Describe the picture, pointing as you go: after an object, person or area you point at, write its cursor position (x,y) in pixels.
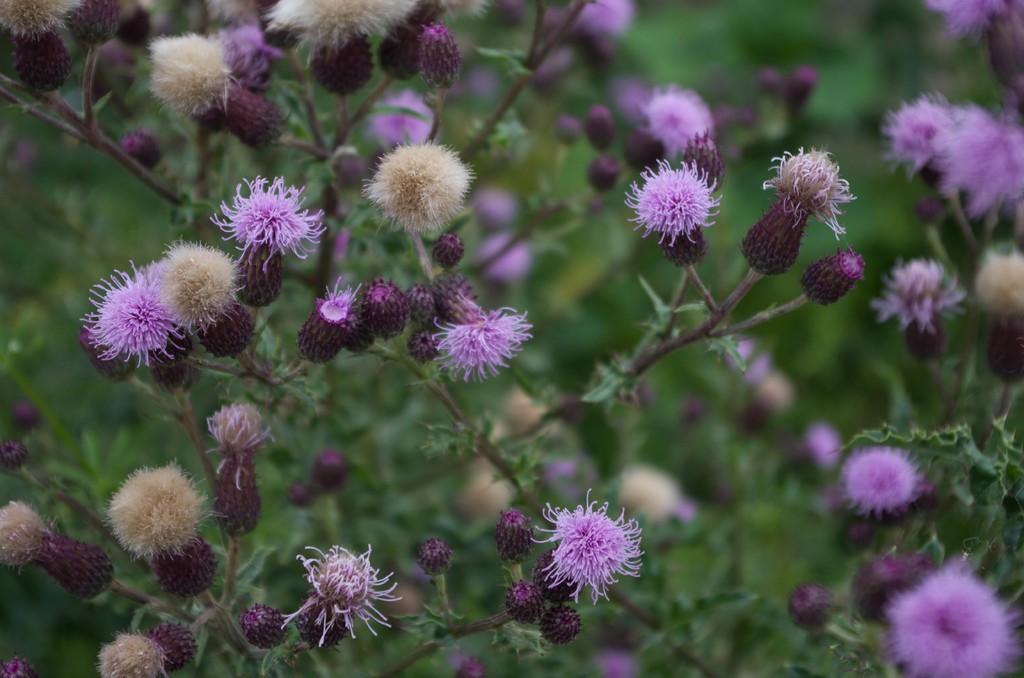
In this picture I can observe violet color flowers (279,233) in the middle of the picture (453,343). The background (37,277) is blurred.
